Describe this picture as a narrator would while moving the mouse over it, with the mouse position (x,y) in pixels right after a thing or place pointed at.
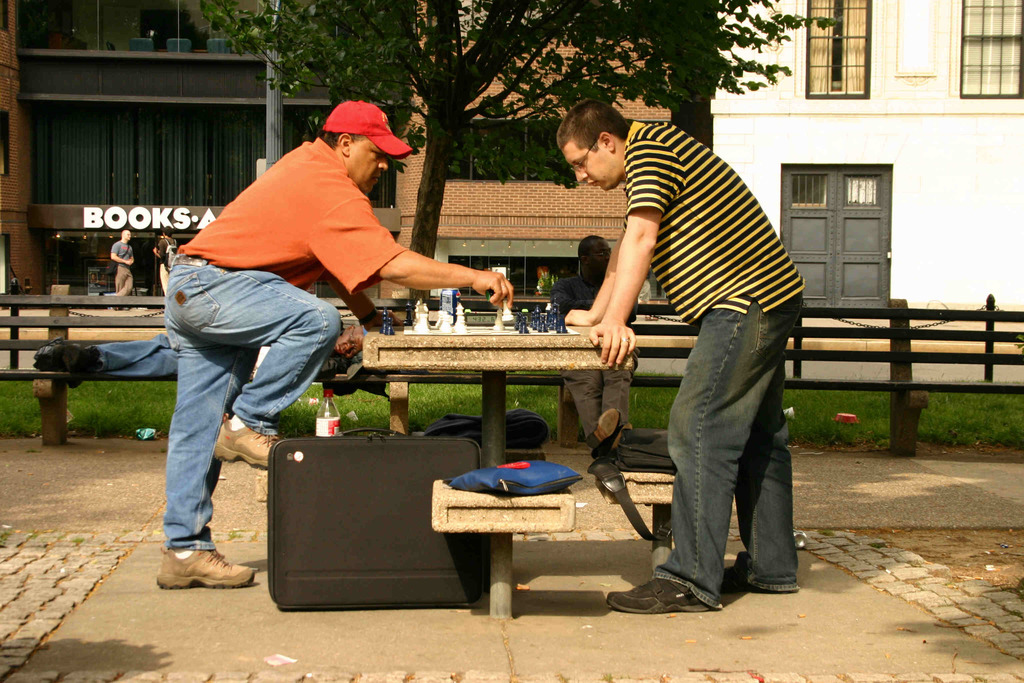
This picture is clicked outside in the city (899,512). There is a table (527,358) and benches (831,385) in the image. On the table (494,346) there is a chess board (480,331) and chess coins (443,319). On the bench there are bags (526,424) placed. The man (224,407) to the left corner (219,404) is wearing a red hat (357,128) and beside him there is a big suitcase (364,525). Behind him there is a man (138,358) sleeping on the other bench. In the background (544,402) there is a building (920,185), windows (858,64), doors (837,194), tree (460,63) and grass (117,395).
